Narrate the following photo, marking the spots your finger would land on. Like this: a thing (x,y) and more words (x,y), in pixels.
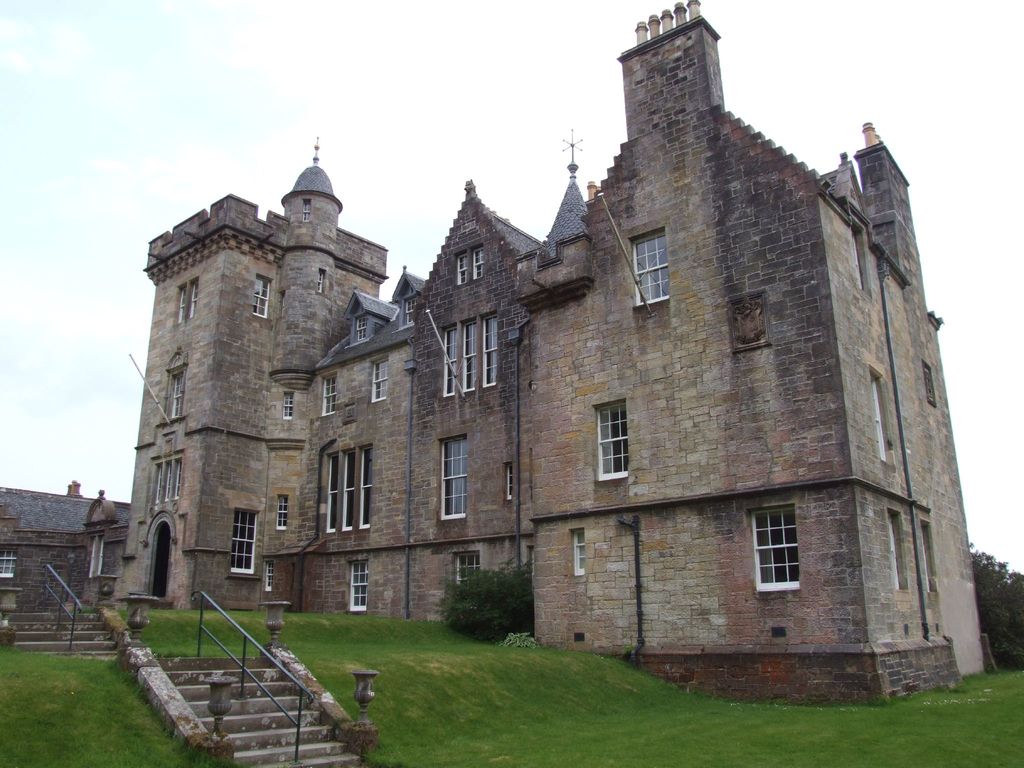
In this image I can see a building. I can see a staircase (183,686). I can see some grass (508,724) on the ground (508,724). At the top (409,168) I can see the sky (362,177).
